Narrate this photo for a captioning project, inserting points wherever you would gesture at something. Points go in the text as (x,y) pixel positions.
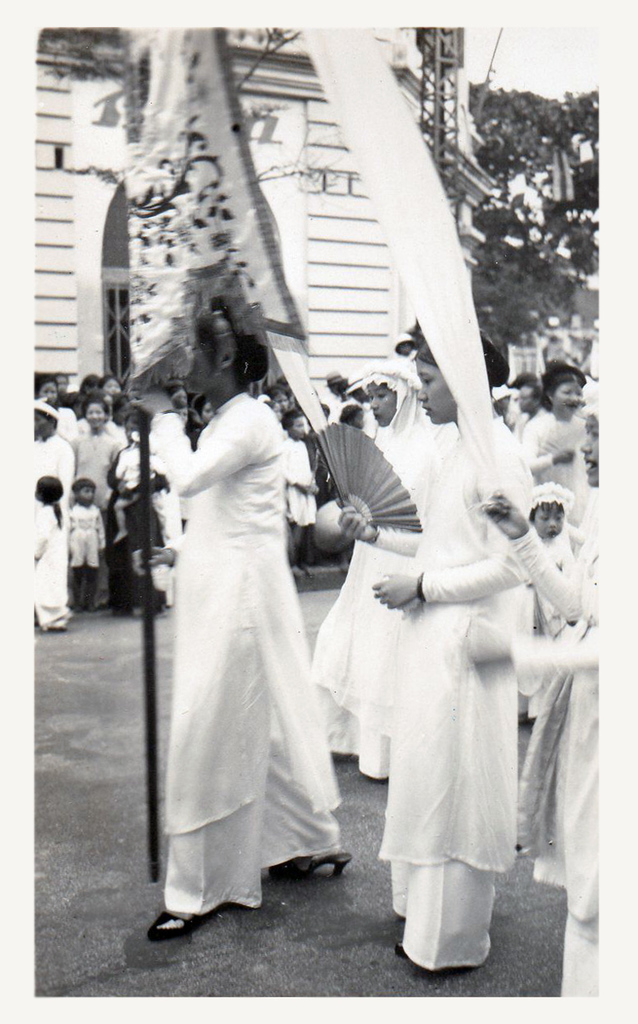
In this picture I can see there are few people (406,578) walking on the road (374,794) and in the backdrop (362,230) I can see there are buildings (357,247) and there are trees (510,170).
